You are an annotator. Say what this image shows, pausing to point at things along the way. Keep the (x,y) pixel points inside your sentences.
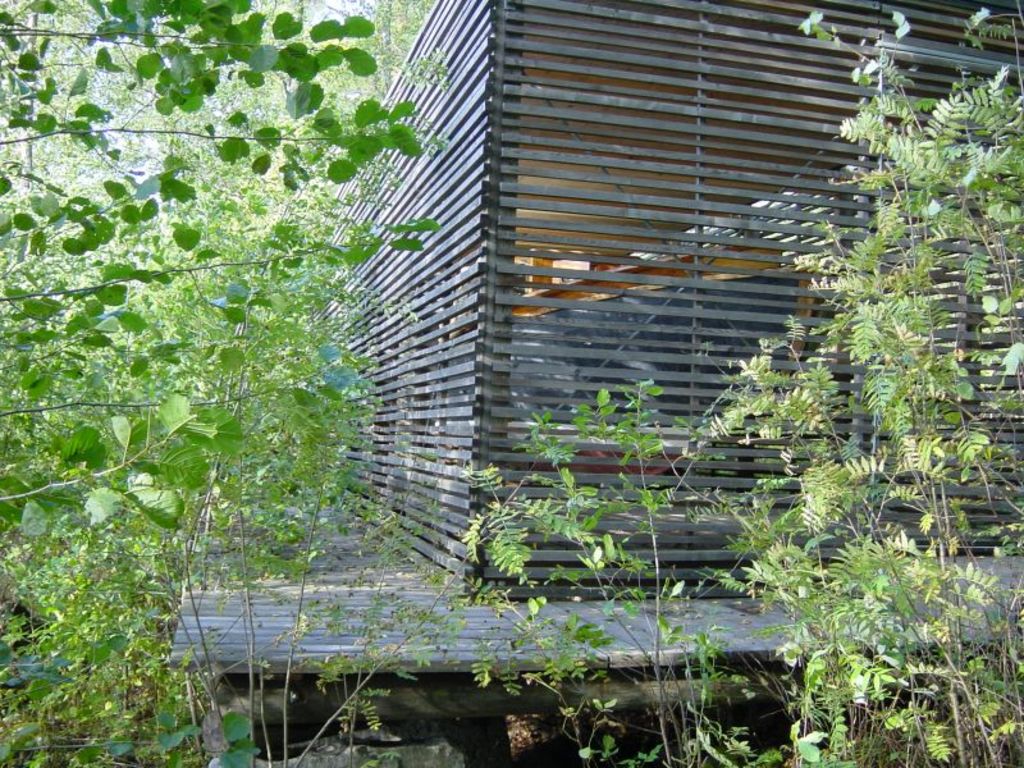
In this picture we see a wooden house (521,161) and few trees (343,50) and plants (955,678).
